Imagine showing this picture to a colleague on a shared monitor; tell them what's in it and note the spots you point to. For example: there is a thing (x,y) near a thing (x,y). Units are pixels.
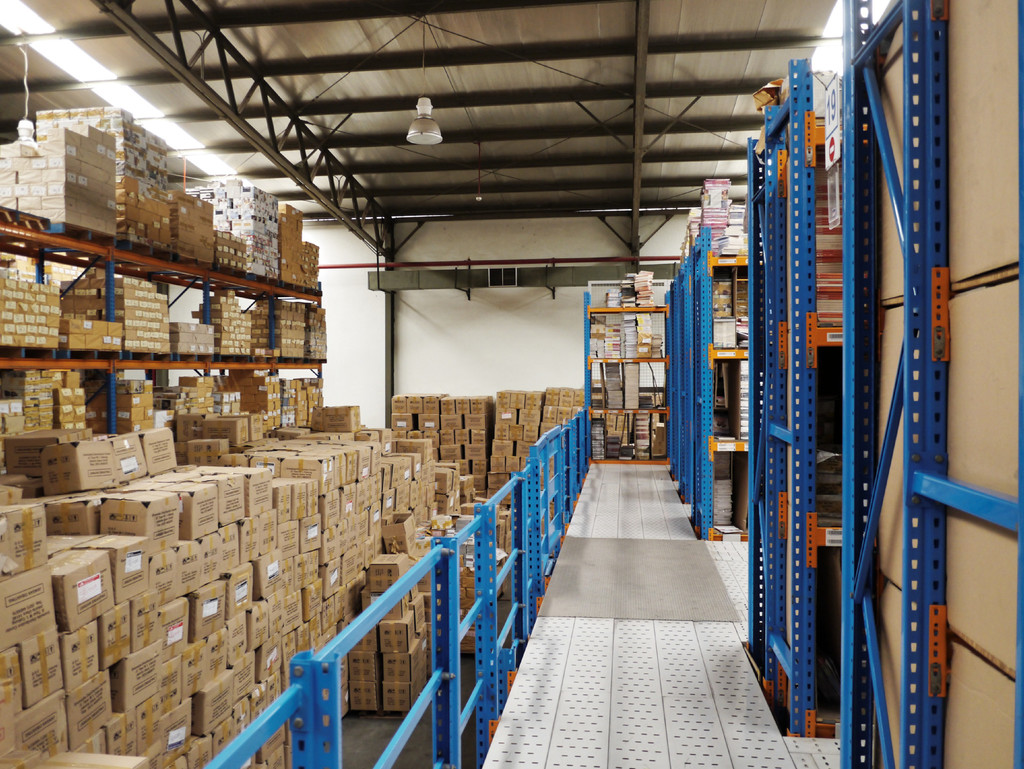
In this image, we can some boxes (468,415). There are racks (914,360) on the right side of the image (900,358). There is a light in the top left (44,45) and at the top of the image (424,110).
